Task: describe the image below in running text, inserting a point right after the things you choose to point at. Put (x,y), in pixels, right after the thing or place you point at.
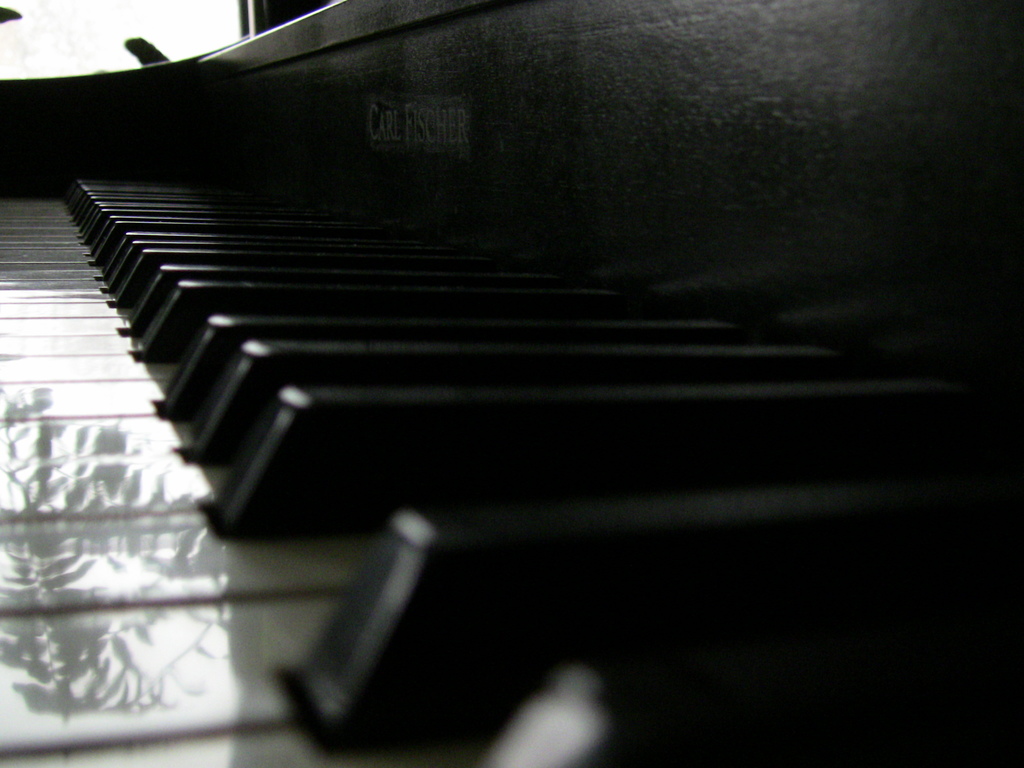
In this image i can see a piano (332,383).
